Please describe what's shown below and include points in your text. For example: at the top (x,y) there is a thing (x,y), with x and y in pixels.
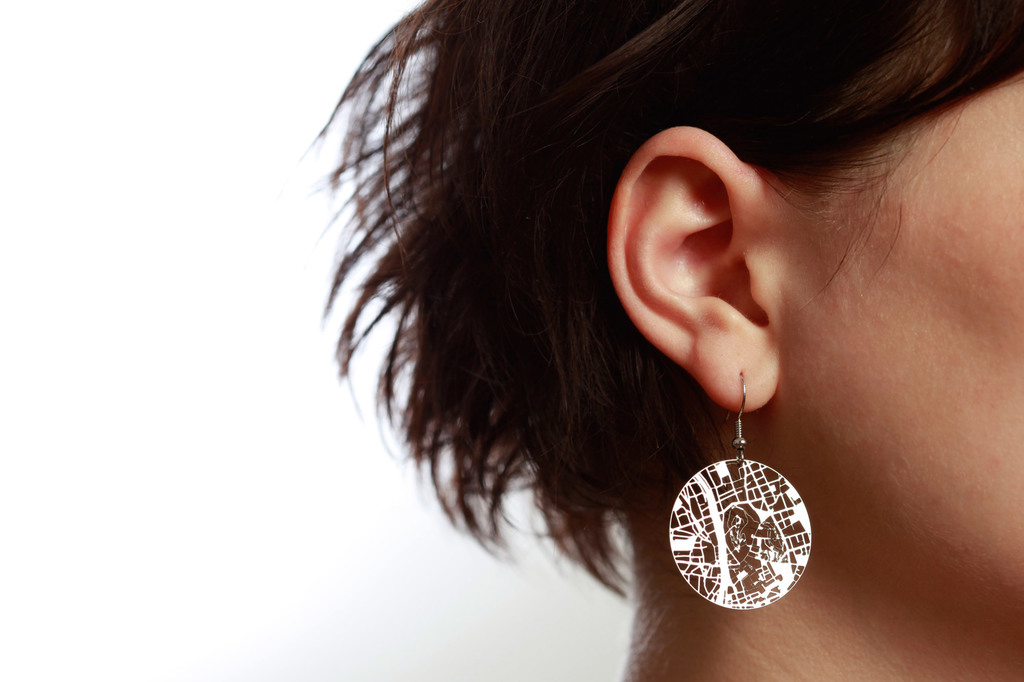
On the right side of this image (798,196) I can see a person's head (848,267) and there is an earring (737,518) to the ear (696,278). The background (243,156) is in white color.
